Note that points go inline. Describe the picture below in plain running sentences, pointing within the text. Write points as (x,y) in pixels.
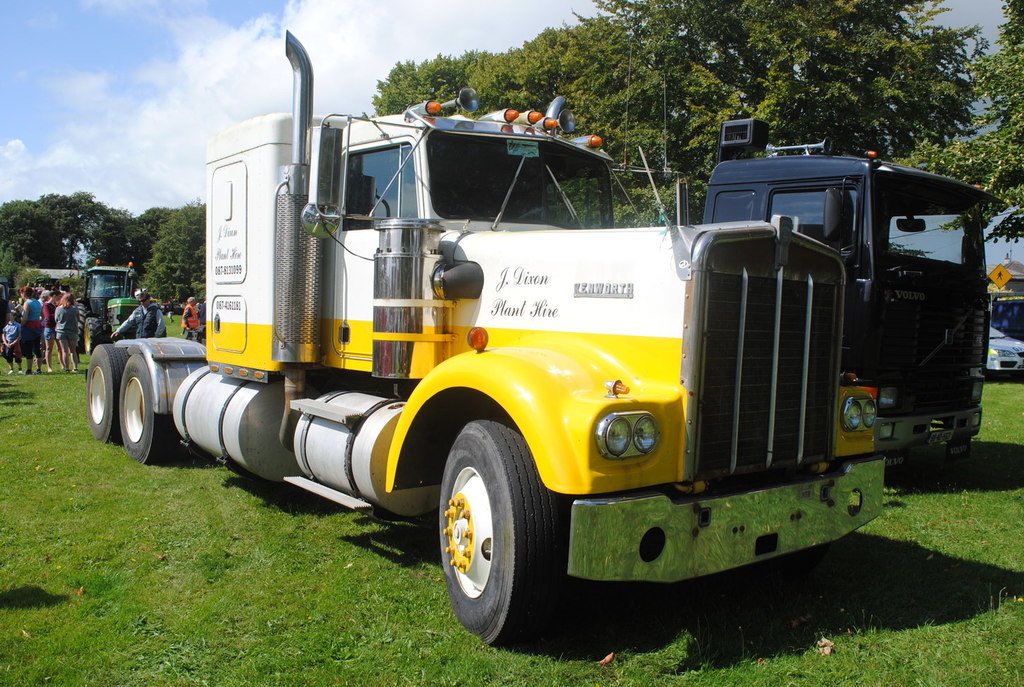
In this image there are a few trucks (472,403) on the surface of the grass (61,635), behind the trucks (164,341) there are a few people (60,338) standing, in the background of the image (702,177) there are trees (851,139).
